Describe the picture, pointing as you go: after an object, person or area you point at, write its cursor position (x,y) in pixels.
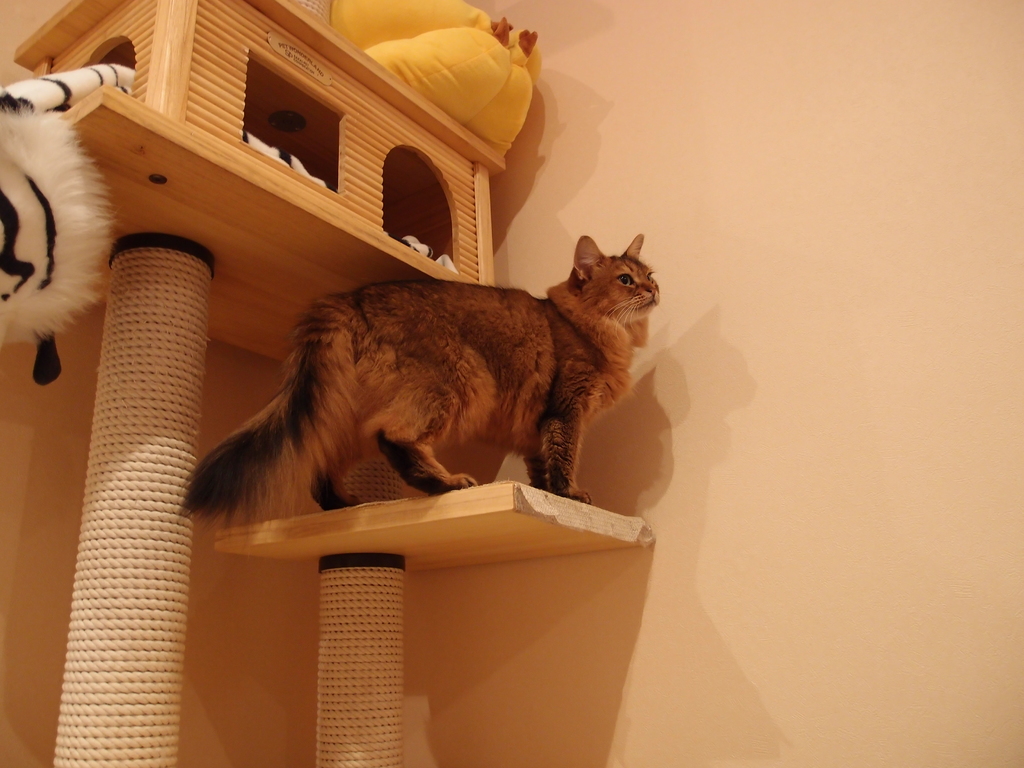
We can see a cat (403,399) is standing on a stand (433,535) on a pole (388,689) and there is a toy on a small house (256,159) on a pole (185,372) and in the house (215,87) there is another toy (97,69) and we can see the wall (655,136).
